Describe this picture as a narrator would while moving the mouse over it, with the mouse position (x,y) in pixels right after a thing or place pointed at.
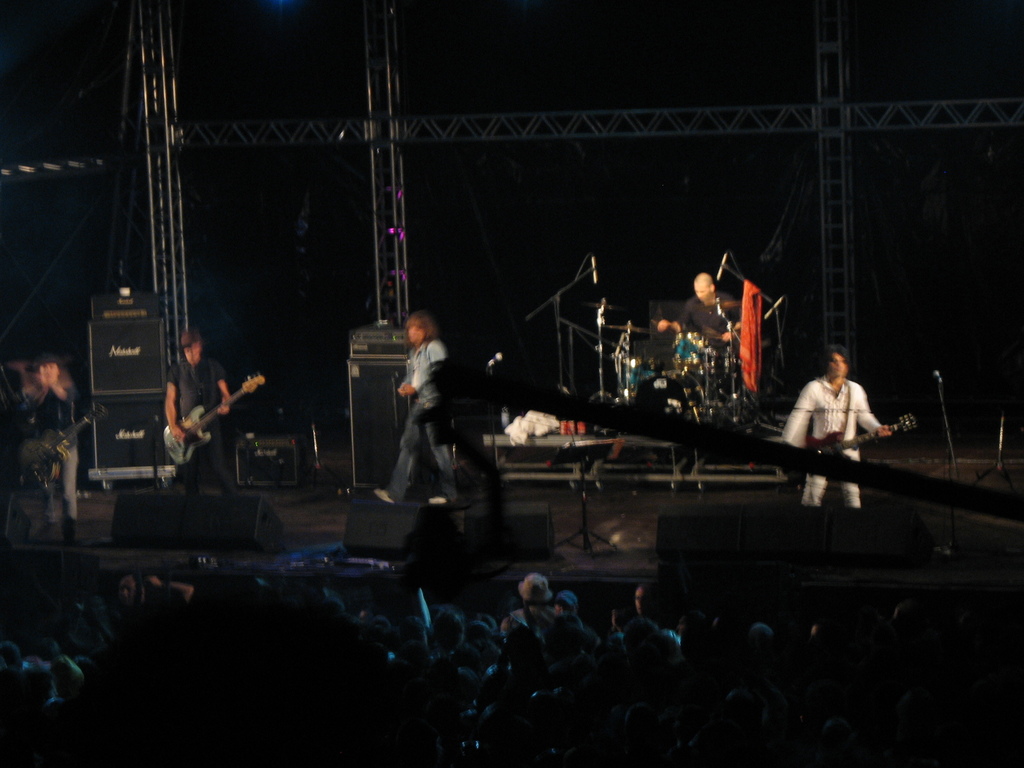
In the image there are few persons (60,413) standing on stage (991,530) and playing musical instruments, in the front (583,630) there are many audience (558,685) standing and staring at the front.
